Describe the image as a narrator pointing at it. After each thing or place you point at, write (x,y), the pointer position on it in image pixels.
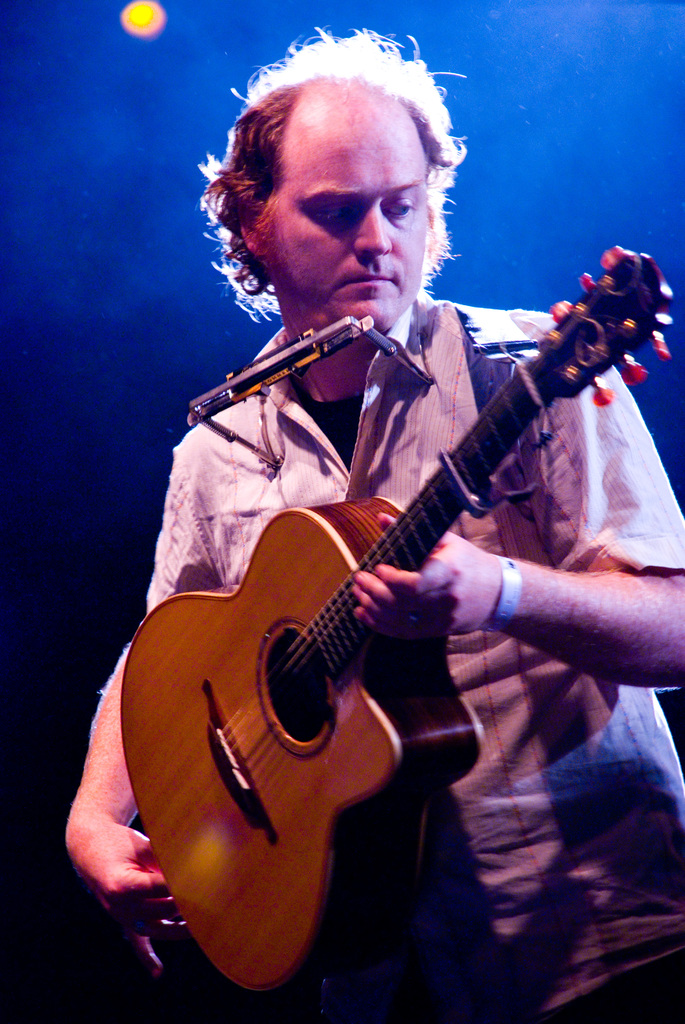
There is a man (361,973) who is playing guitar (269,910) and this is light (149,21).
